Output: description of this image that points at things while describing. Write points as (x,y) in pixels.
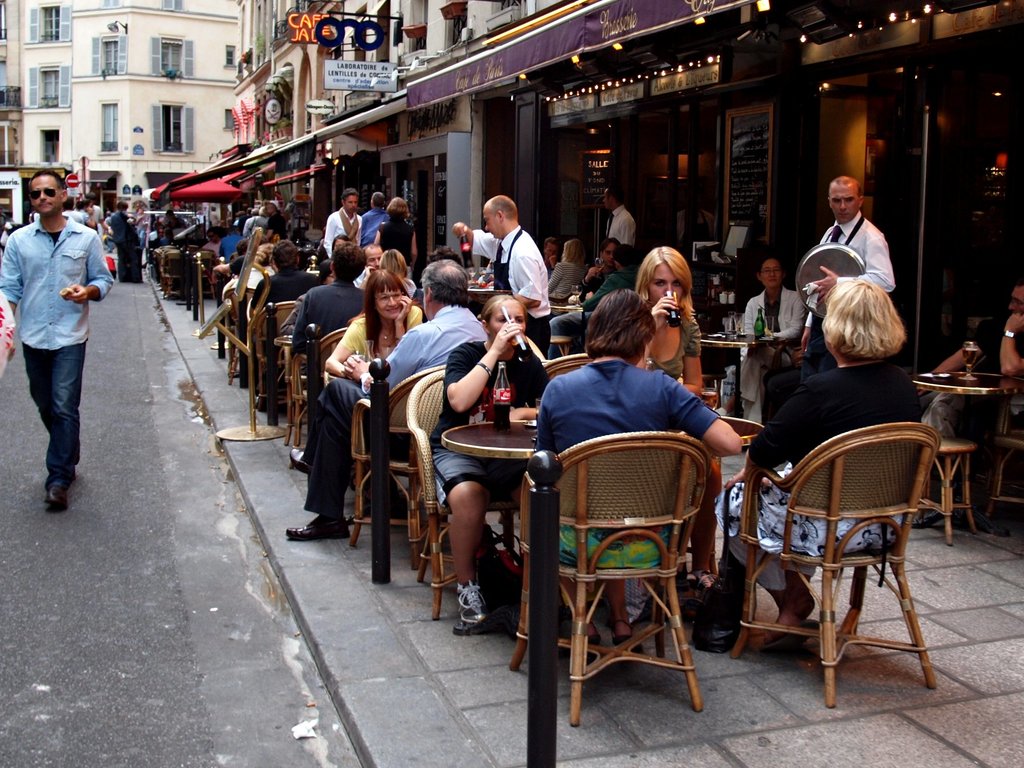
This picture is clicked outside. On the right (714,515) we can see the group of persons (1020,318) sitting on the chairs (676,546) and we can see there are many number of items (504,374) are placed on the top of the tables (458,439) and we can see the two persons (683,275) sitting on the chairs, holding the glasses (529,343) of drinks (671,323) and drinking. On the right (870,264) we can see the group of persons (883,262) and we can see the boards (365,77) on which we can see the text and we can see the buildings (190,87), windows (185,56) of the buildings (178,138), tents (232,196), group of persons (179,222) and many other objects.
